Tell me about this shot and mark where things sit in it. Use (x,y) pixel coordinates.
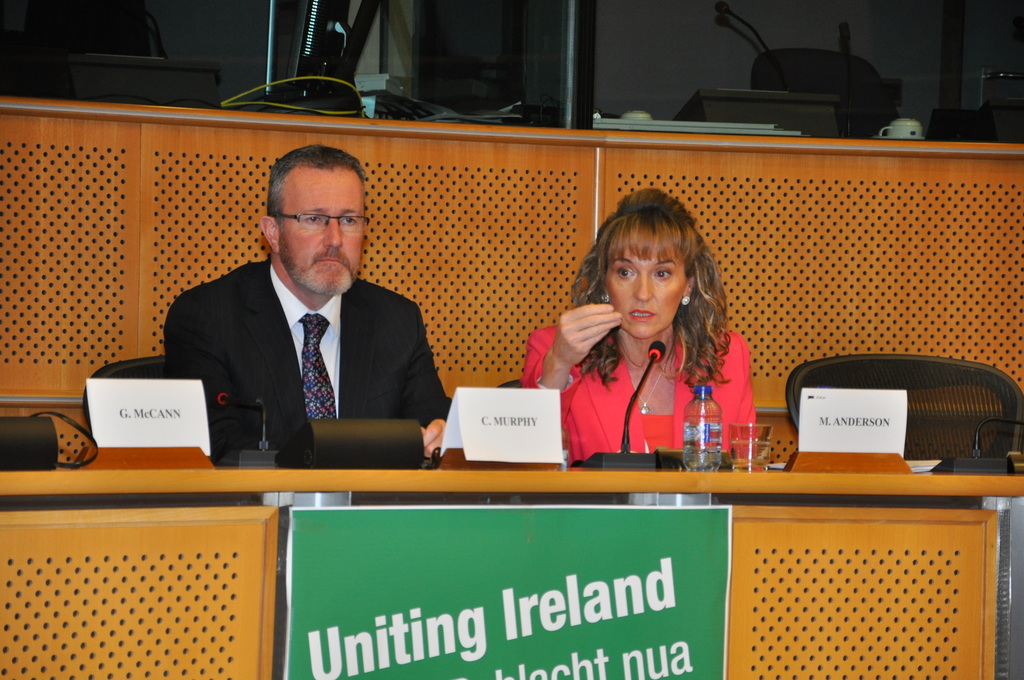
In the foreground of the picture (460,453) we can see a table (217,565), on the table (353,503) there are name plates (819,434), bottle (693,431), mic (622,451), glass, board (543,536) and other objects (827,460). In the middle of the picture (428,358) there are chairs (1021,404), people (217,348). In the background (778,77) we can see table (763,148), mic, chair (795,69), desktop (313,70) and other objects (353,85).
